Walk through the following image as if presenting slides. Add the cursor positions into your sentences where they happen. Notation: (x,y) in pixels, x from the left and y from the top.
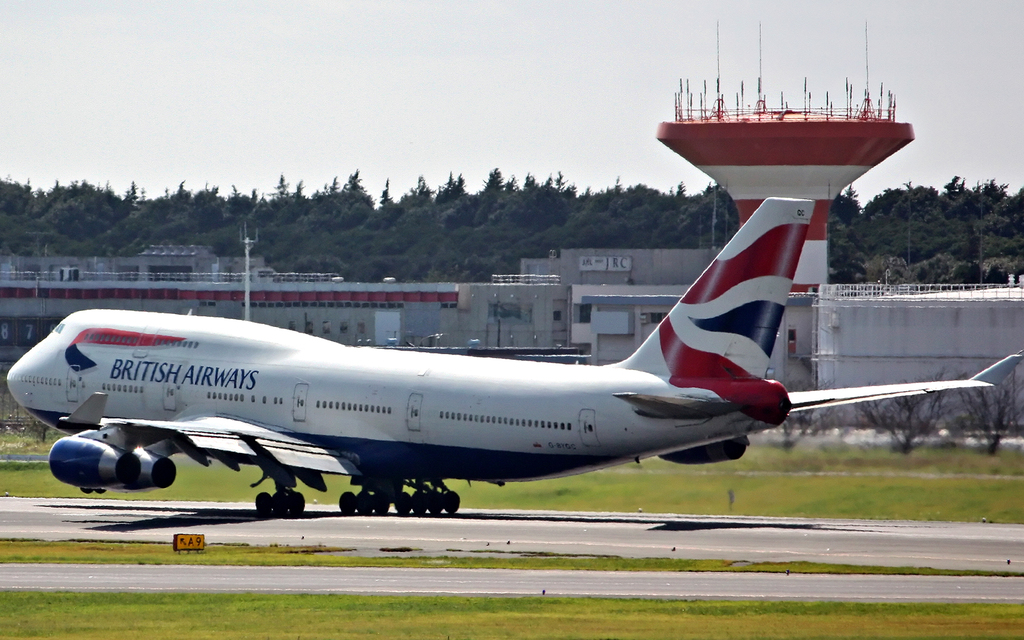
The picture is clicked in airport (228,421). In the foreground of the picture (489,507) there are runway (588,528), airplane (358,443), board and grass (107,603). In the center of the picture (499,267) there are buildings (522,270), trees (879,428), grass (973,457) and plants (1003,428). Sky (422,121) is sunny.
